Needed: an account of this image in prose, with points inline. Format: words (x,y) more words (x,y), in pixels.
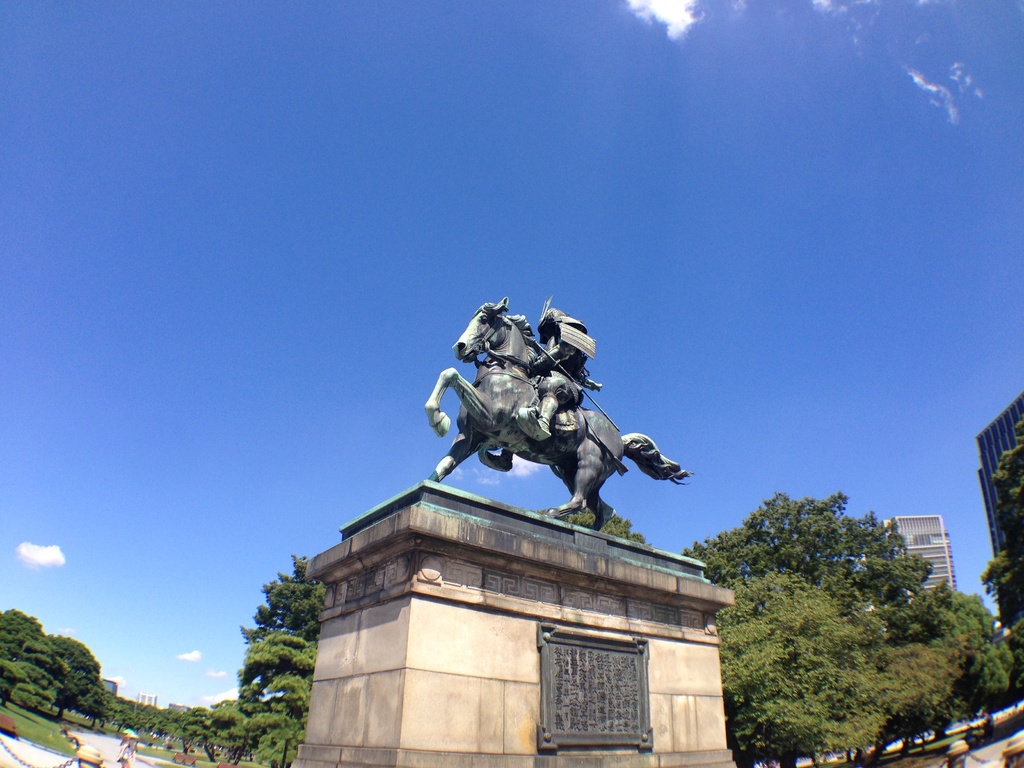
In this picture we can see a statue (546,461) in the middle of the image (532,453), in the background (98,710) we can see few trees (99,674) and buildings (949,581), and also we can see a person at the bottom of the image (136,738).
